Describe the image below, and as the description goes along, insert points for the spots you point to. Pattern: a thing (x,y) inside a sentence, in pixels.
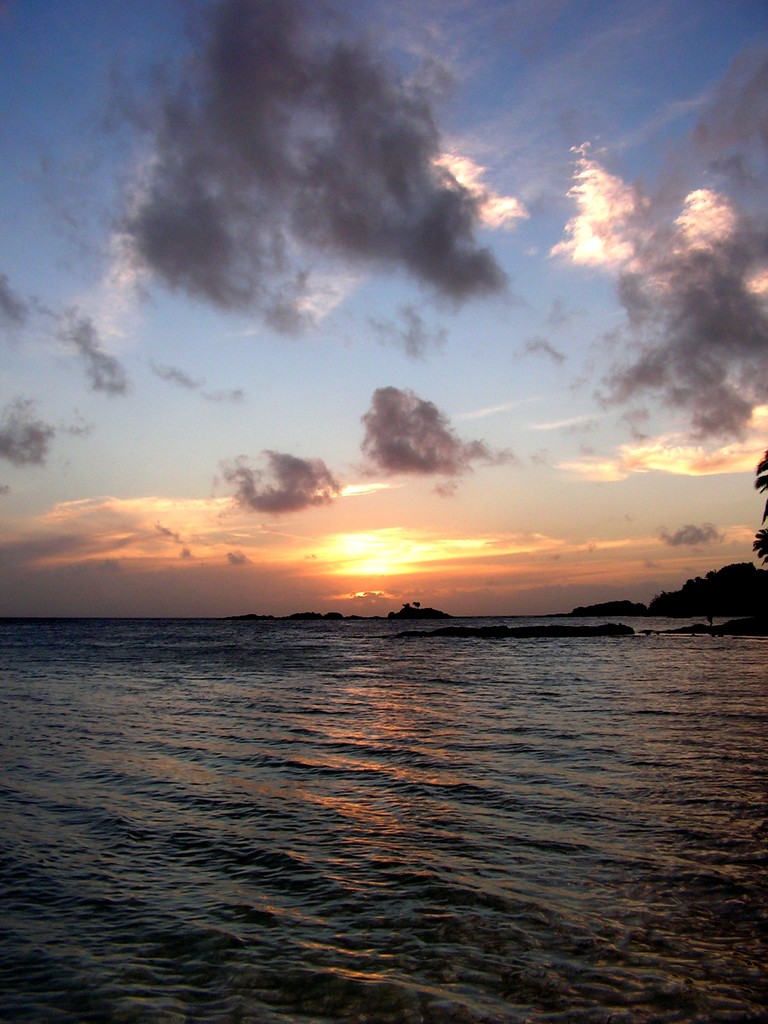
In this picture we can see water (400,723) and hills (425,633), in the background (512,529) we can see clouds (367,491) and the sun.
